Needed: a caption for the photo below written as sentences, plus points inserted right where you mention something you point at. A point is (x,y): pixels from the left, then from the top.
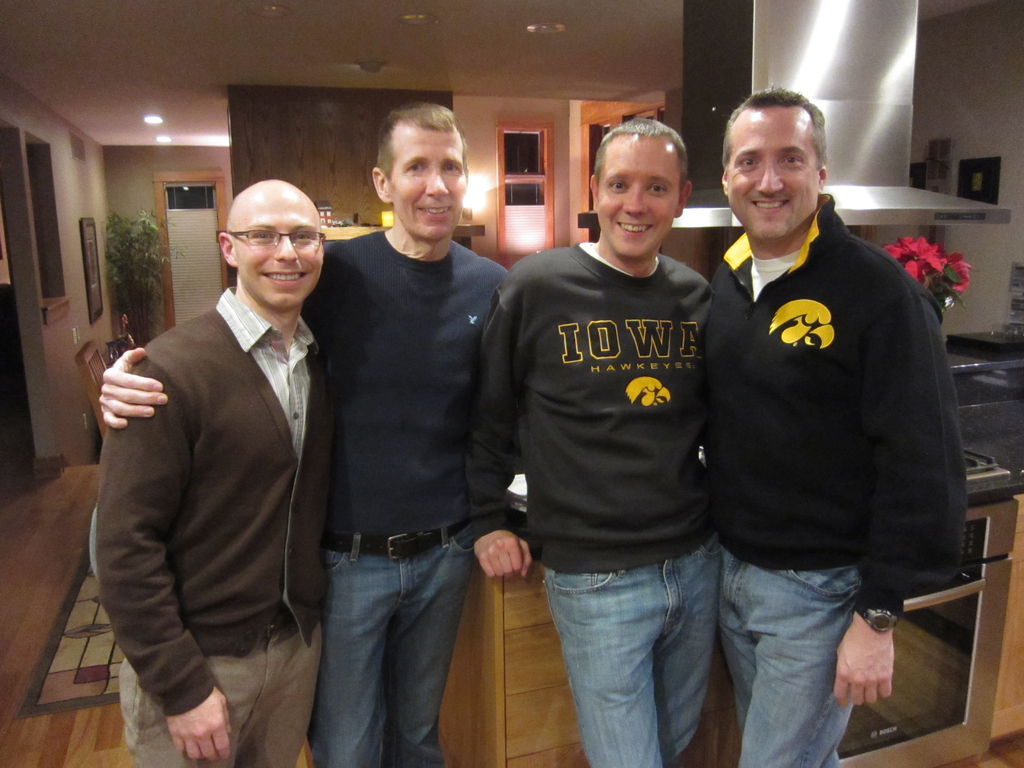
In this picture there are men (210,419) standing and smiling, behind these men (870,306) we can see cupboard (519,714), flowers (945,282), oven (987,507) and chimney (835,157). In the background of the image (142,170) we can see wall (147,165), frames (87,243), windows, plant (147,274) and objects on the shelf (475,229). At the top of the image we can see lights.
